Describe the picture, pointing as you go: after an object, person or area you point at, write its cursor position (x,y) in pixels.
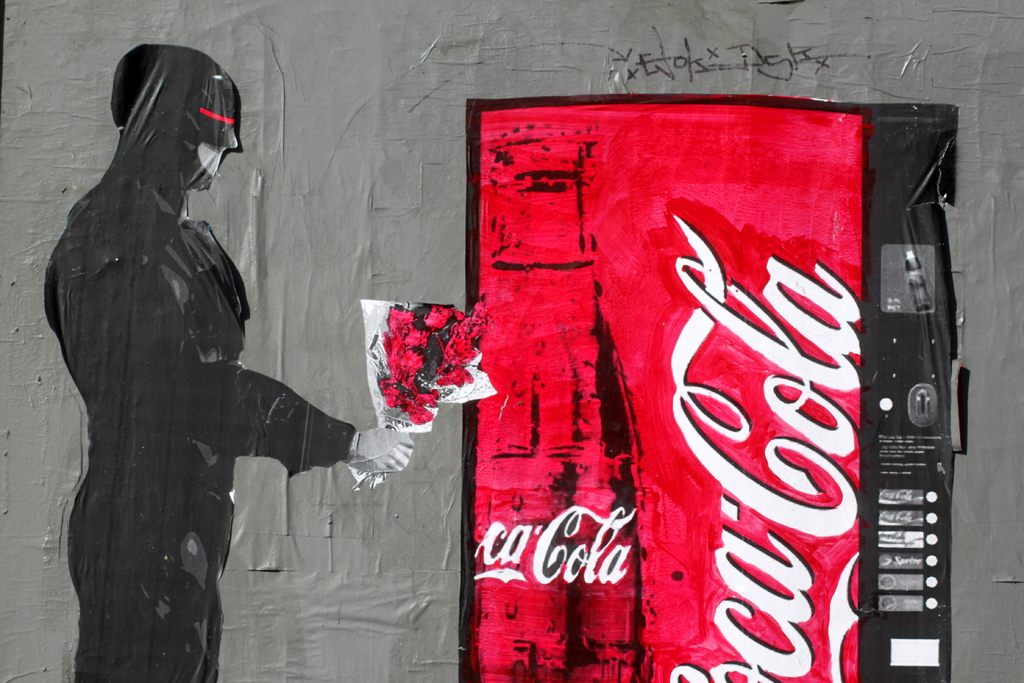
In this image there is a poster (476,356) on the wall (443,268) with some text (705,413) written on it and there are flowers (418,372) and there is a depiction of a person (217,387) on the poster (202,441) holding a bouquet (403,402).
